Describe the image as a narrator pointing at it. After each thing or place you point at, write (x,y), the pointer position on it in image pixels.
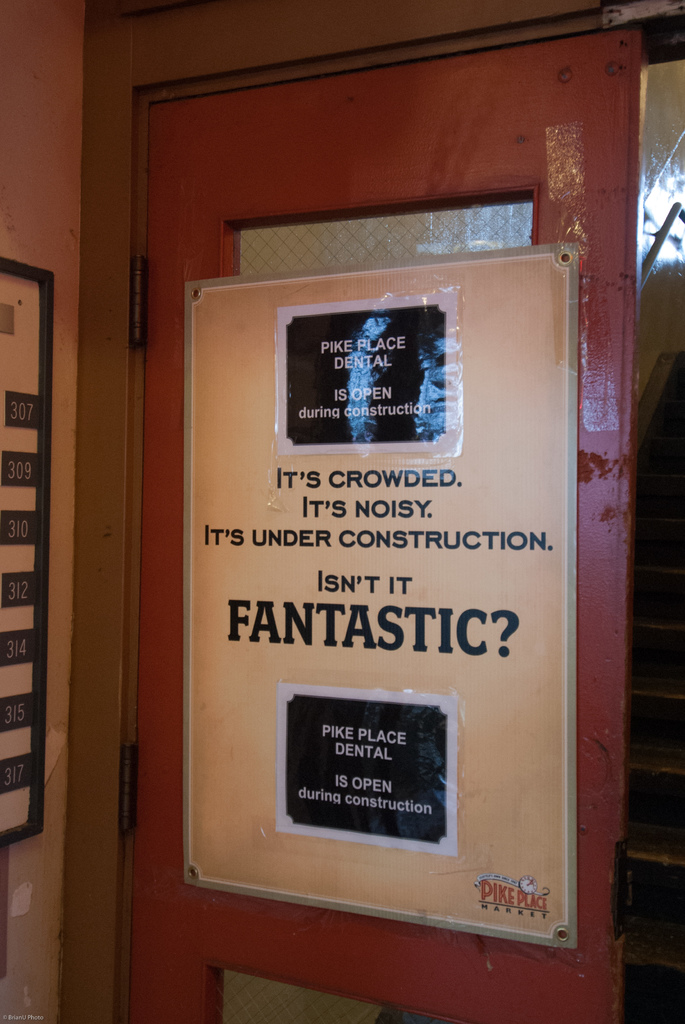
There is a board (280,299) and some posters (299,322) are attached to the door (158,360) as we can see in the middle of this image (405,650).
